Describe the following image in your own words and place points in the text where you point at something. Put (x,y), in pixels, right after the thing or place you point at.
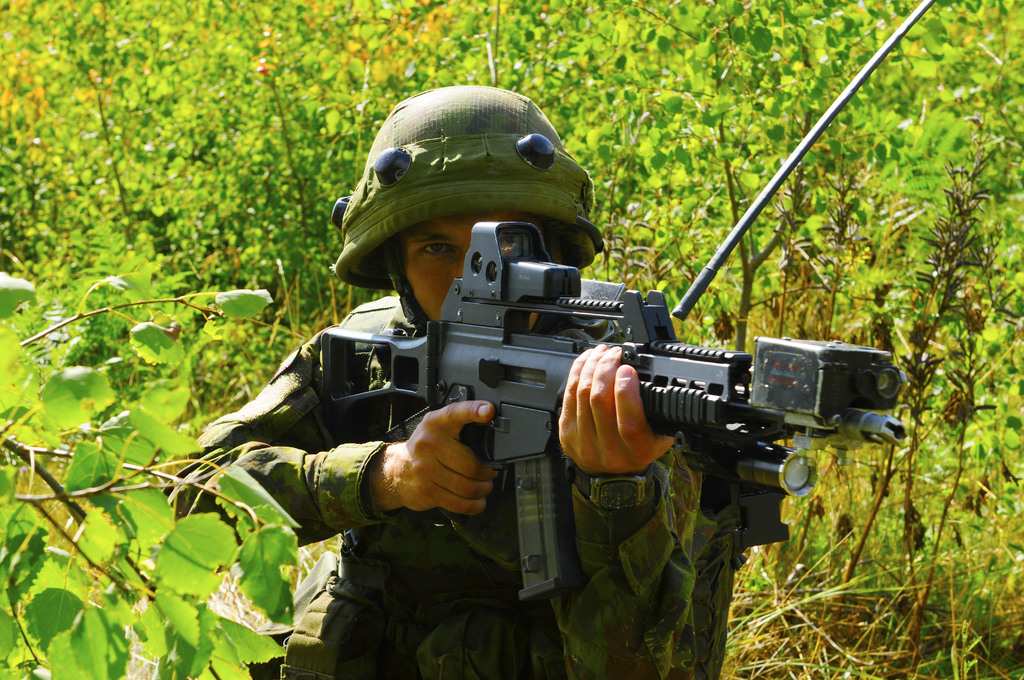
In front of the image there is an army personnel (424,267) aiming at something with a gun (522,393) in his hand (602,377), beside him there is some object (702,288), around him there are trees (639,240).
